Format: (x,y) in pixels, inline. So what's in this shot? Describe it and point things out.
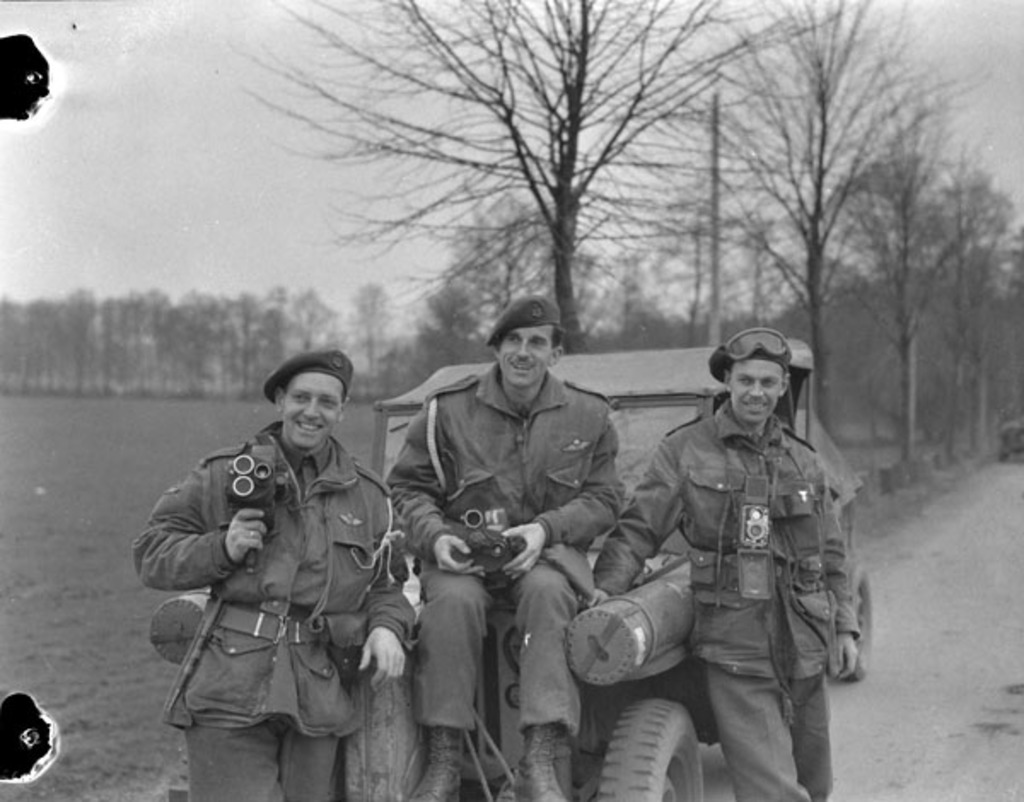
This is a black and white image. I can see a man (522,586) sitting on the jeep (489,776) and smiling. There are two men (778,563) standing and smiling. These are the trees (492,280). I can see two people (447,505) holding the objects (492,556) in their hands (441,552).
